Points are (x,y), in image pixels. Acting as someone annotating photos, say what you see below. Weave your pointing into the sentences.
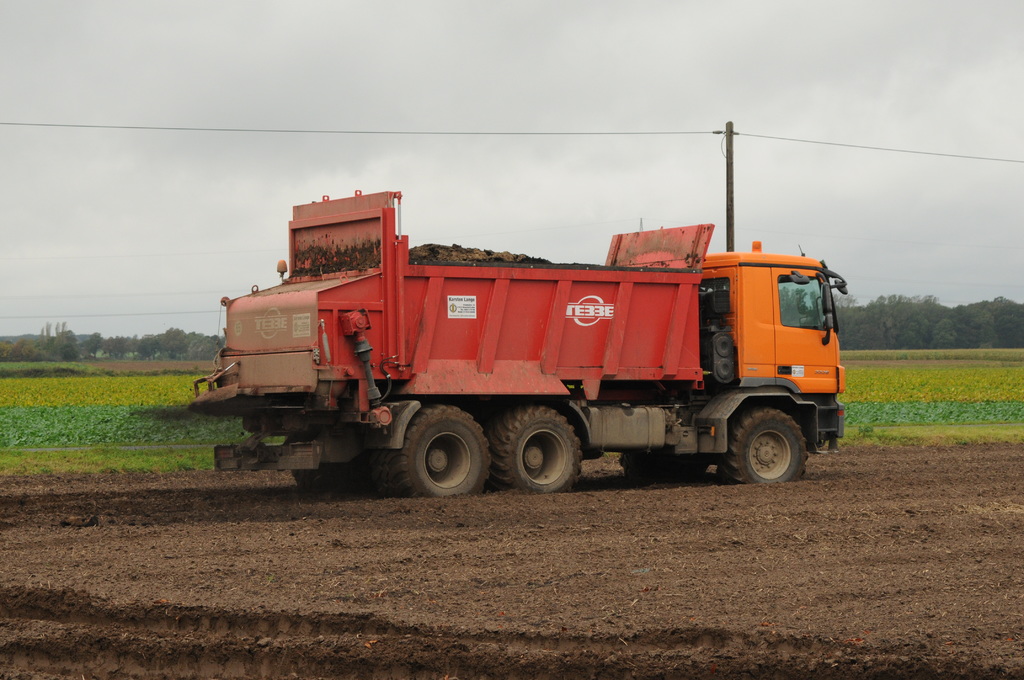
In this image there is a truck (518,412) on the land (573,538). Behind there are crop fields (147,428). Background there are trees (202,340). Top of the image (627,53) there is sky (682,151). There is a pole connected with the wire (709,133).
